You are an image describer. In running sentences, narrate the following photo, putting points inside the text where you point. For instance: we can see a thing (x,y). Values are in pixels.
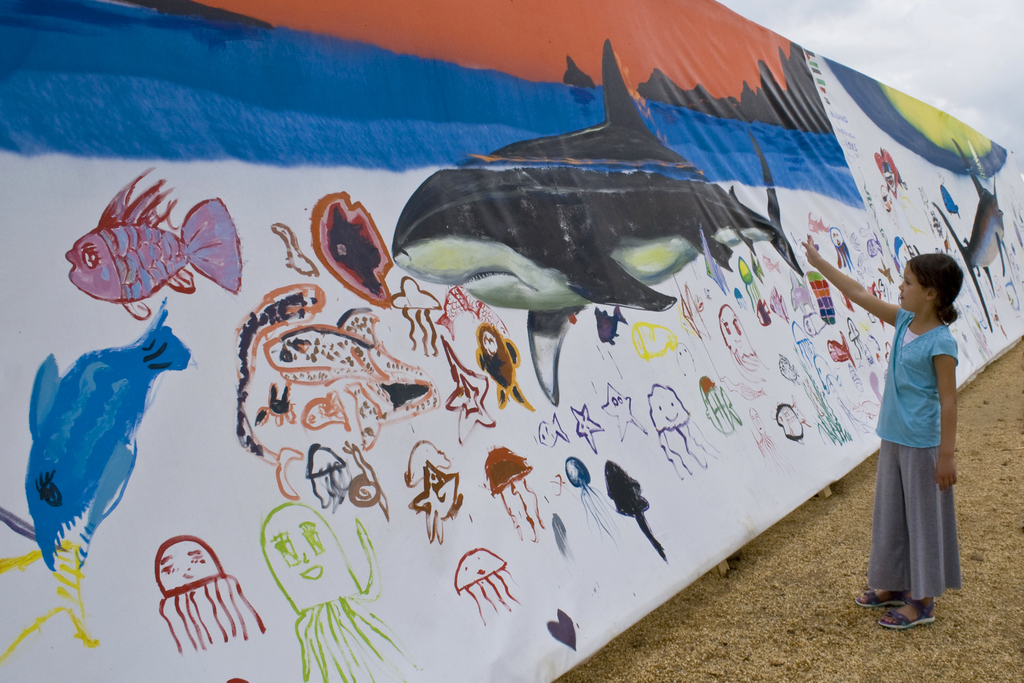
To the right side of the image (898,551) there is a girl (921,273). To the left side of the image (112,544) there is a banner (216,340) with paintings (492,245). At the bottom of the image (733,644) there is sand (733,644). At the top of the image (895,29) there is sky (883,35).
